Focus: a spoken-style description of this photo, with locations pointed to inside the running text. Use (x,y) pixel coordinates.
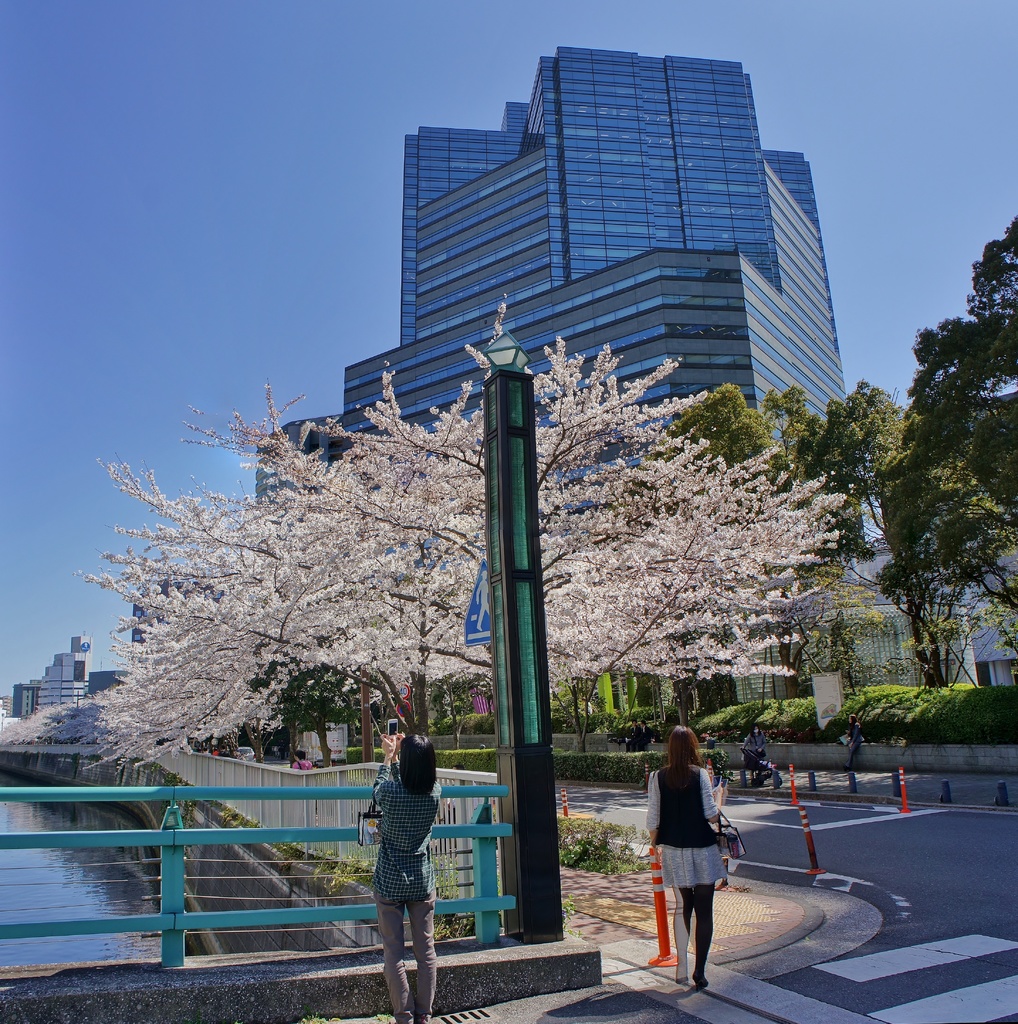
In this picture I see the fencing (323,805) and near to it I see 2 women (419,834) and on the right side of this image (829,843) I see the road (849,837). In the middle of this picture (408,546) I see the water (76,874), number of trees (790,476) and plants (796,699) and I see few more people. In the background (281,263) I see the buildings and the clear sky (203,211).
